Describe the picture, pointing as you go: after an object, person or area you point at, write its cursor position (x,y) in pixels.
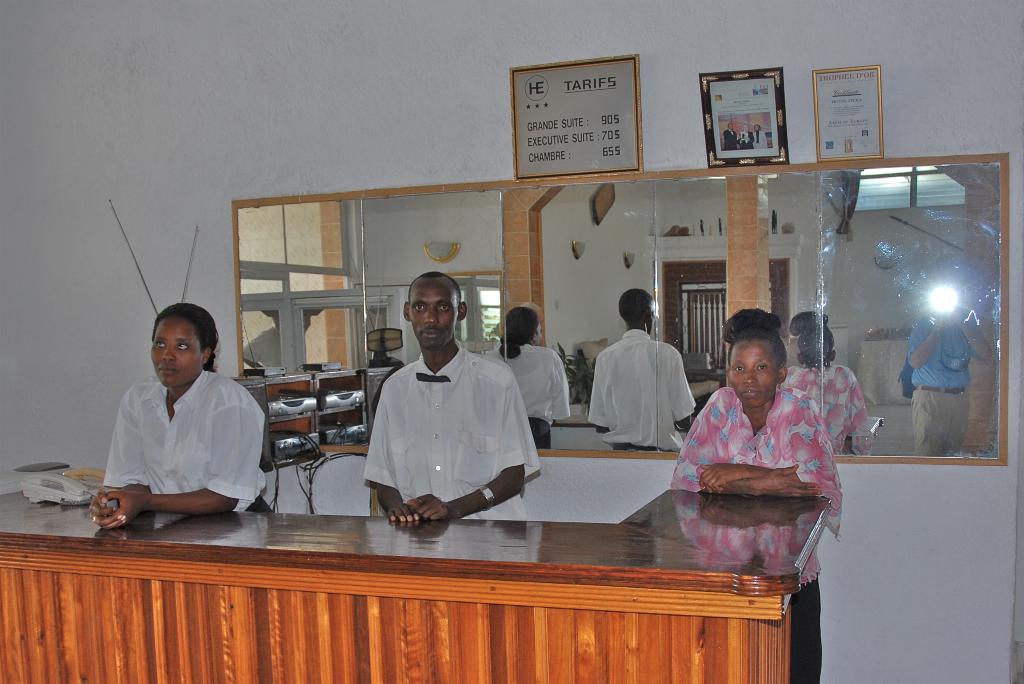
This picture is clicked inside the room (329,318). In the foreground (361,542) we can see a telephone (68,497) and some other objects (76,476) are placed on the top of the table (360,548) and we can see the three persons (445,405) standing. In the background (532,488) we can see the picture frames (565,140) hanging on the wall (805,119) and we can see the text (571,109) and some pictures (742,132) and we can see the wall mounted mirrors (374,236) on which we can see the reflection (799,334) of the persons (961,347) and the reflection (339,366) of cabinets (326,415) containing some items (356,406) and we can see the reflection (823,300) of many other objects (702,233).
